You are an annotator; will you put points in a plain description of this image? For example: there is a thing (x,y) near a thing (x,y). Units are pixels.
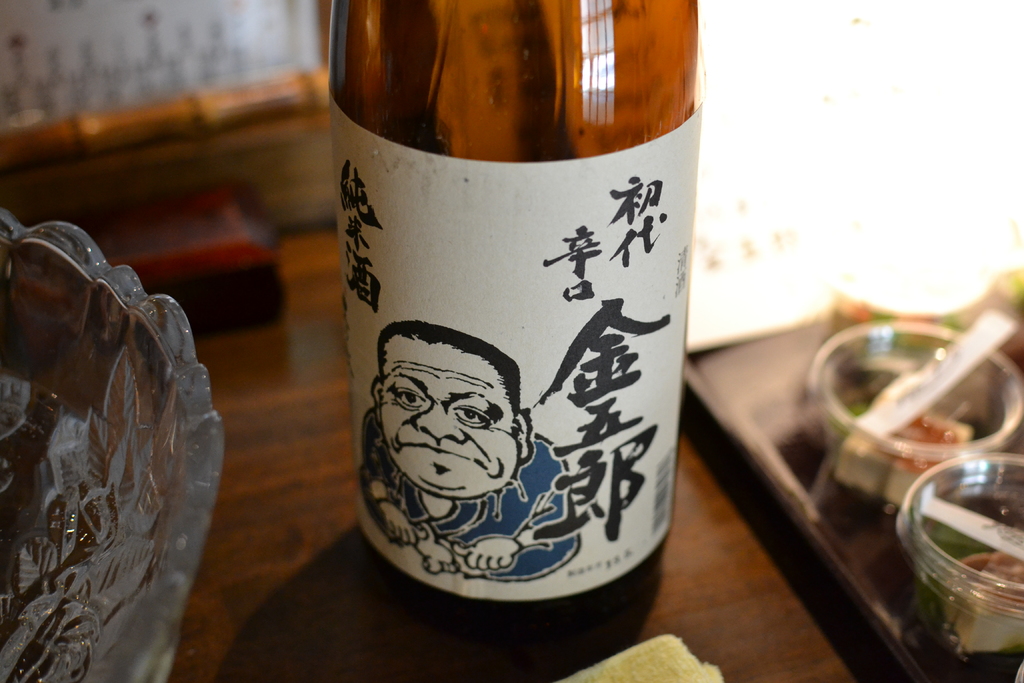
This is bottle (637,328), cups (923,447) and a glass bowl (190,486) on the table (705,599).
